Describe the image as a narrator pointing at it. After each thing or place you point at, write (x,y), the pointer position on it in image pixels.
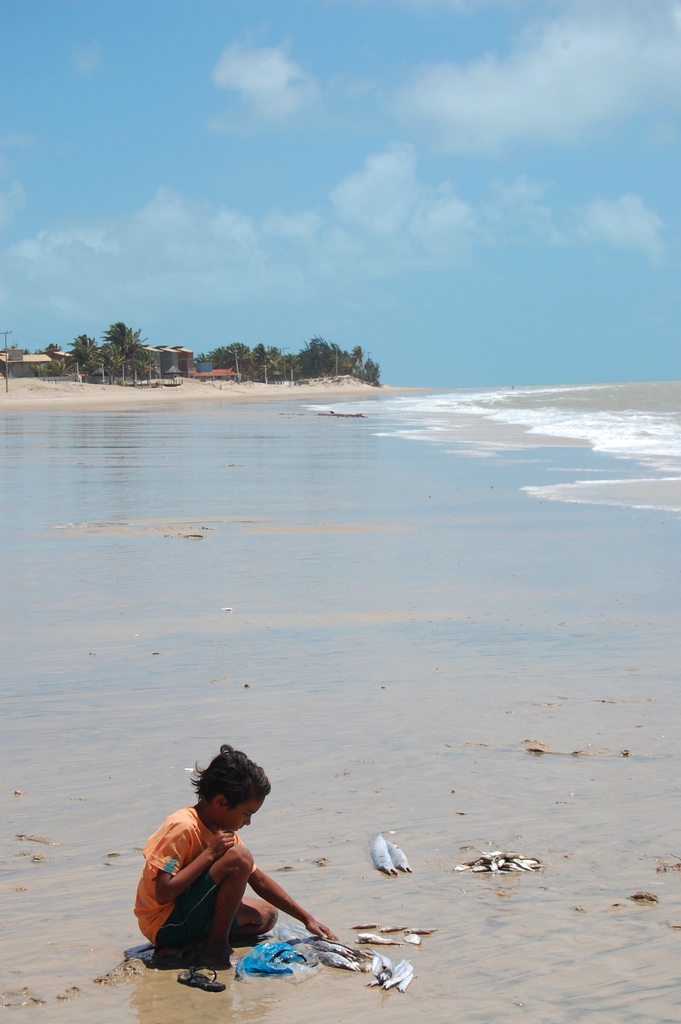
At the bottom of the image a boy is sitting and holding some fishes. Behind him there is water (217,417). In the middle of the image (304,378) there are some trees (283,378) and huts (165,354). At the top of the image (179,337) there are some clouds (670,50) and sky (6,87).
